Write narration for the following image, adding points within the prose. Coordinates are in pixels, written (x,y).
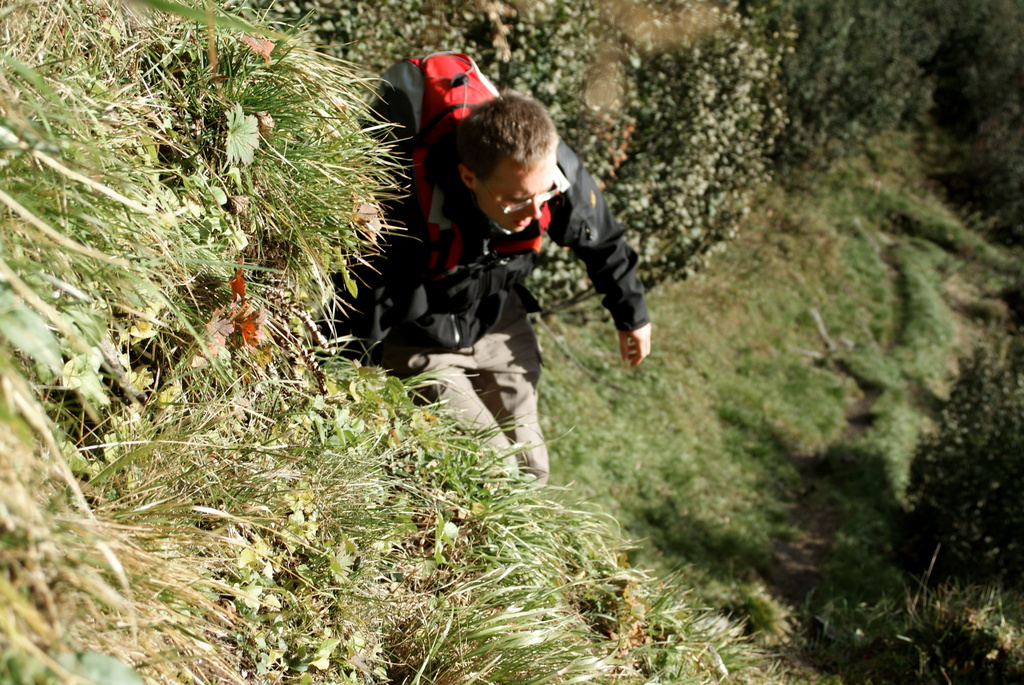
In this image we can see there is a grass (482,681). In the middle of the grass (891,403) there is a person (497,360) wearing black shirt (577,241) and holding a bag (460,90).
